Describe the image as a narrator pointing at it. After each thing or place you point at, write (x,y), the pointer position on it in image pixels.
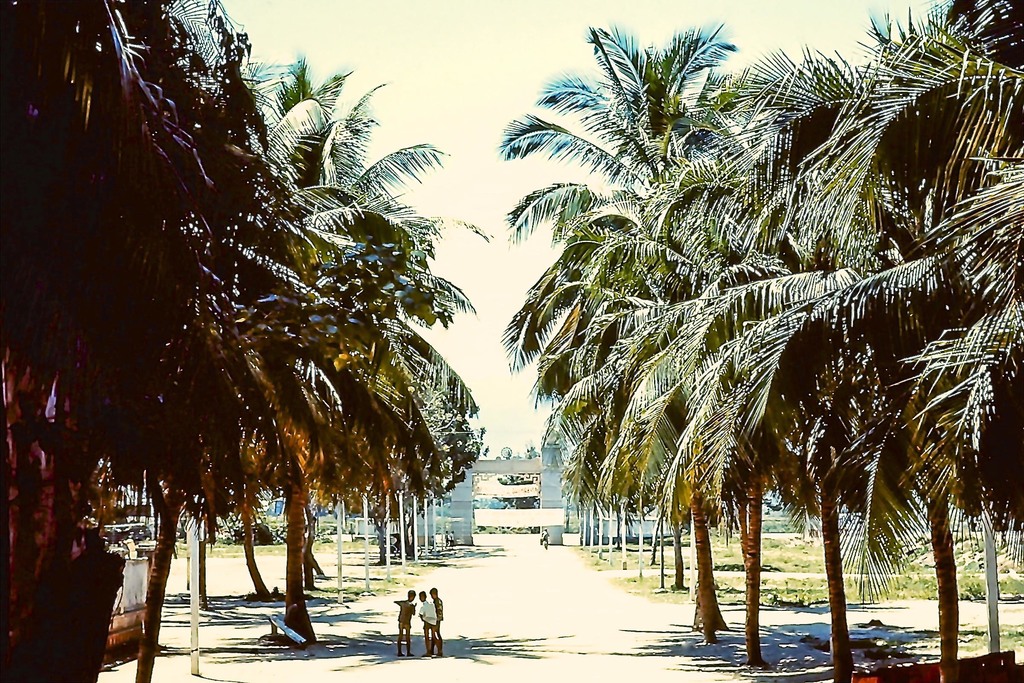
This picture shows few trees (621,405) and we see few people (439,645) Standing and a arch (463,528) and we see a banner (492,489) to it and the grass (799,578) on the ground (799,578) and a cloudy sky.
